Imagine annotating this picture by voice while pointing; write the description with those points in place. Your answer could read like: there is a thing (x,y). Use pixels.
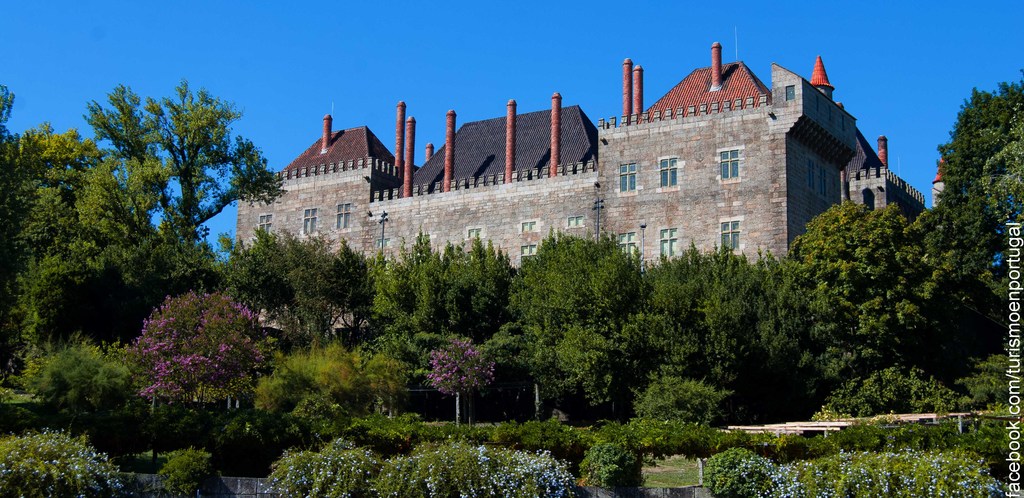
In the picture I can see shrubs (795,455), trees (530,356), stone building (527,225) and the blue color sky (441,77) in the background (312,54). Here I can see the watermark (1013,455) at the right side (1007,459) corner of the image.
